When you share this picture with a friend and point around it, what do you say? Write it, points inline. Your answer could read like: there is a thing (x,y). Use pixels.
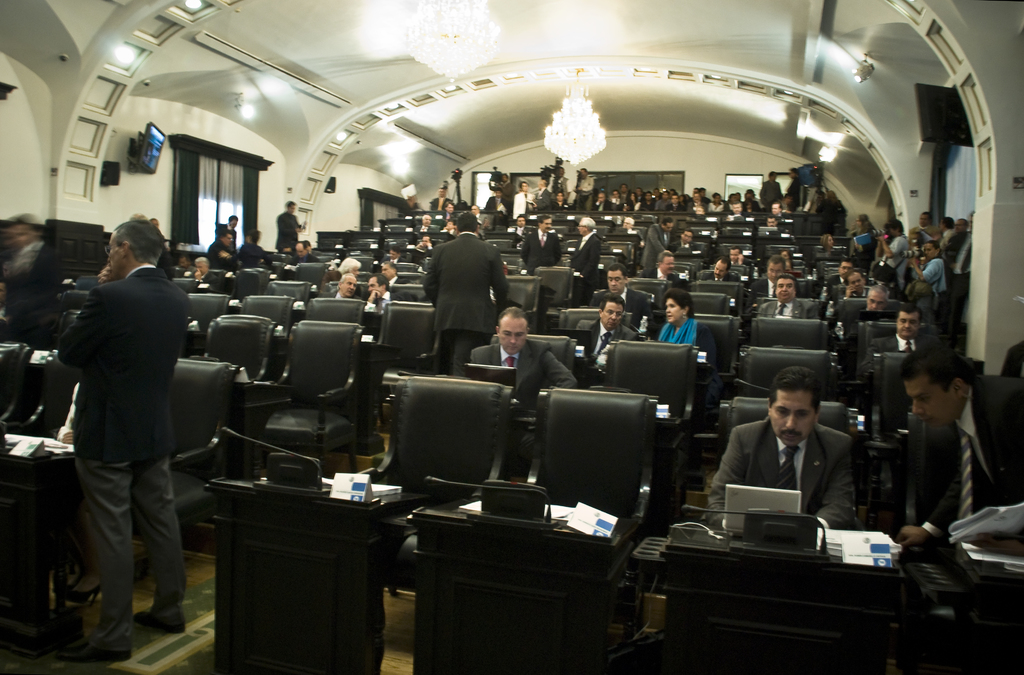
Few people (625,293) are sitting on chairs (464,466) and few people (38,268) standing. We can see microphones (772,532), boards (346,488), laptop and some objects (809,527) on tables (997,608). We can see televisions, wall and curtains (188,182). At the top (474,9) we can see chandeliers (474,9) and lights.
